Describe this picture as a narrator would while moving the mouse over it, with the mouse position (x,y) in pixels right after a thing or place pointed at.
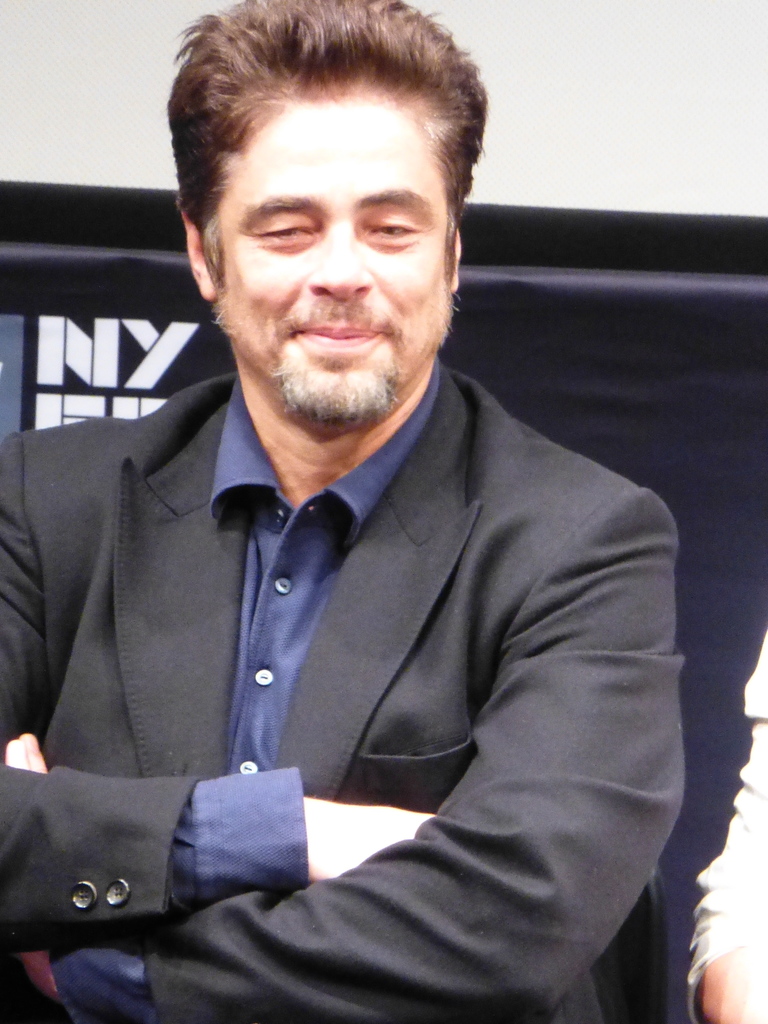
In this image I can see two persons (599,825) and I can see one of them is wearing formal dress (439,475). I can also see smile on one person's face (306,260). In the background (44,257) I can see a black colour thing (137,341) and on it I can see something is written.
